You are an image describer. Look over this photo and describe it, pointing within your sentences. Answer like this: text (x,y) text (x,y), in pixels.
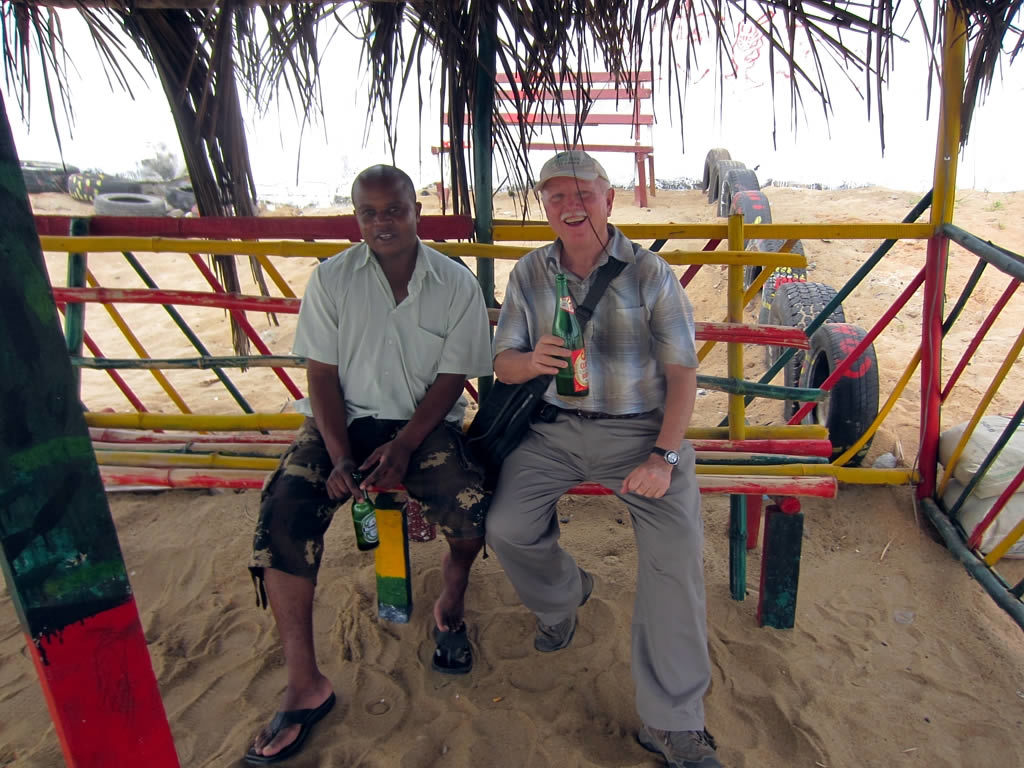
This picture is clicked outside. In the center (532,307) we can see the two persons (640,260) wearing shirts (640,260) and sitting on the bench (704,464) and holding the bottles (372,536) of drinks (567,309) and we can see a sling bag (502,423), wooden fence (882,233), tires (737,204), sand (895,647) and some other items (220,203). In the background (263,103) we can see the sky (716,75), dry leaves (143,27), wooden planks (604,94) and some other objects (999,495).
